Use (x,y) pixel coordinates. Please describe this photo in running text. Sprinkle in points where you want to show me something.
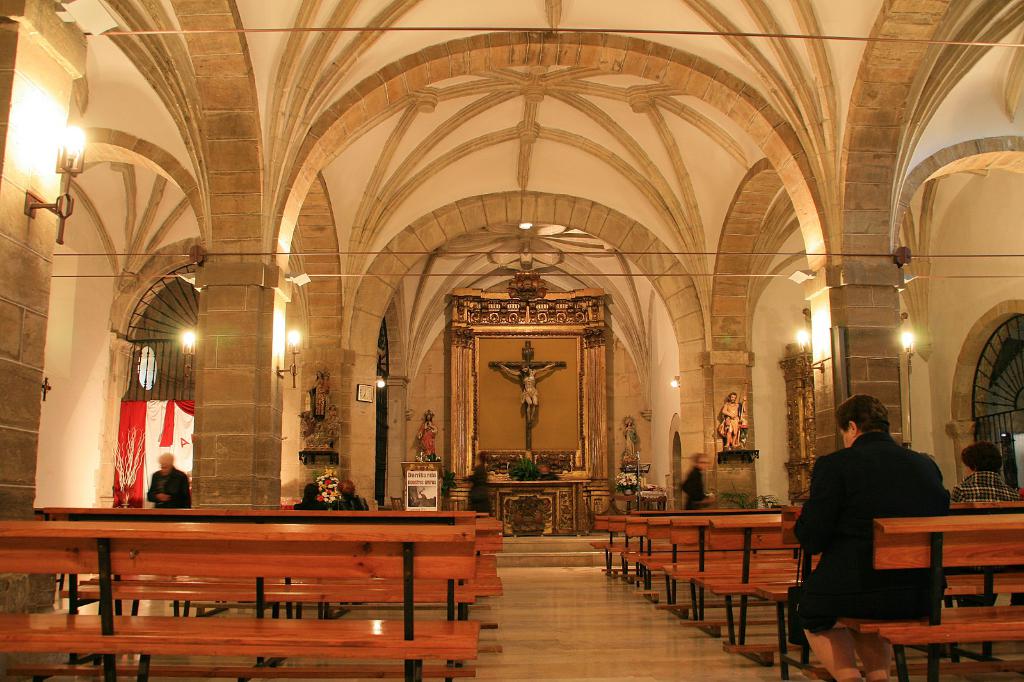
In this image, I can see few people (870,500) sitting and two people (689,498) standing. These are the wooden benches (418,526). I can see the sculptures (533,378). These are the lamps (292,372), which are attached to the walls (627,390). I think this picture was taken inside the church (771,155). This is the floor (564,626).
